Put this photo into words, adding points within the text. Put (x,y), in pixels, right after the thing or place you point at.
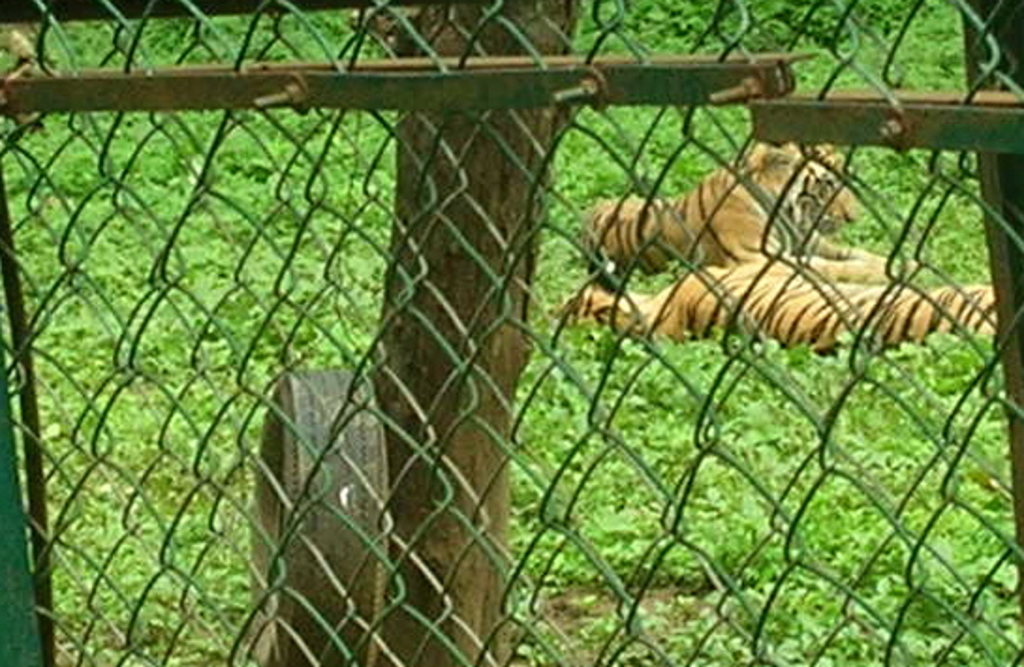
In this image I can see the metal fence (505,454). In the background (416,426) I can see the tyre (278,439), trunk (440,191) and the grass (235,250). I can see the animals (782,313) on the grass (667,453) which are in brown and black color.
